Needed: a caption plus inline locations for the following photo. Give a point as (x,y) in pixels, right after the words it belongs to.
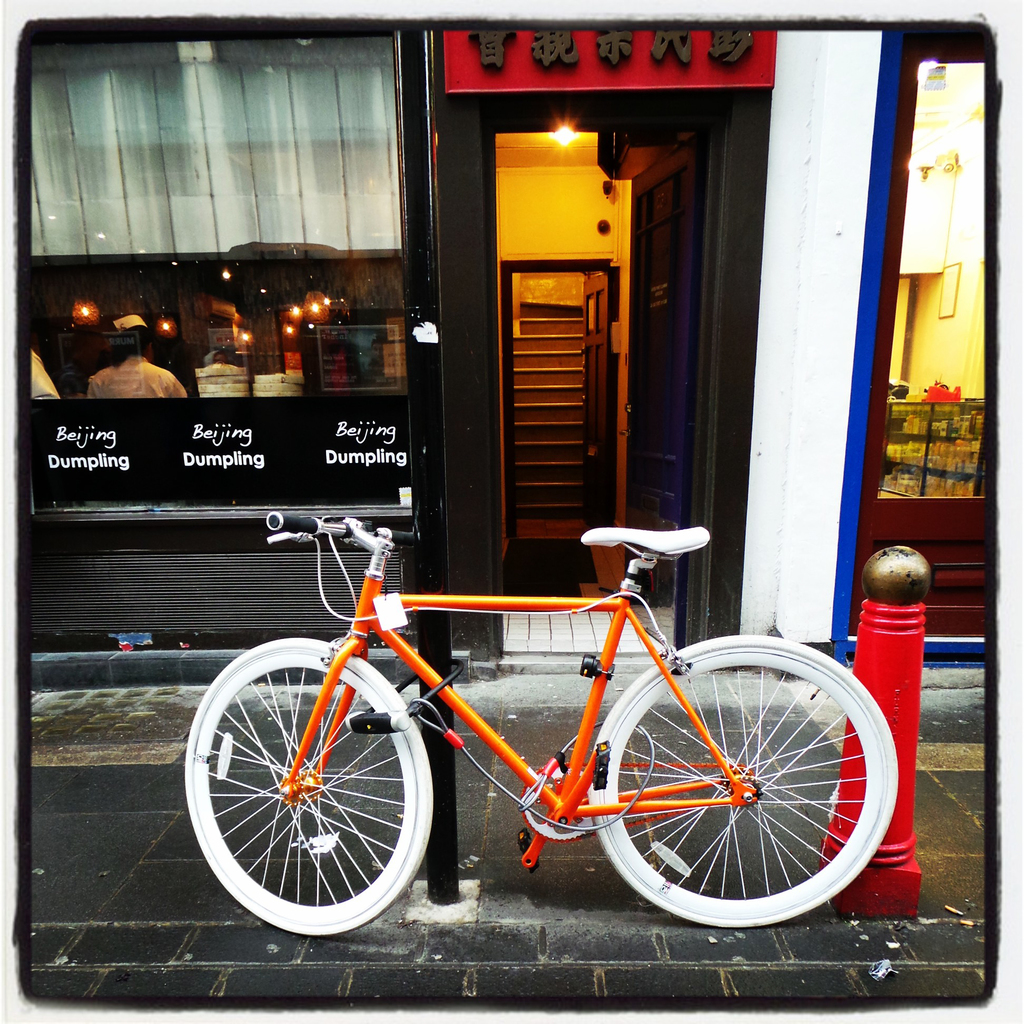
In this picture we can see a bicycle (240,880) and poles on the ground (178,856) and in the background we can see a shelter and few objects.
